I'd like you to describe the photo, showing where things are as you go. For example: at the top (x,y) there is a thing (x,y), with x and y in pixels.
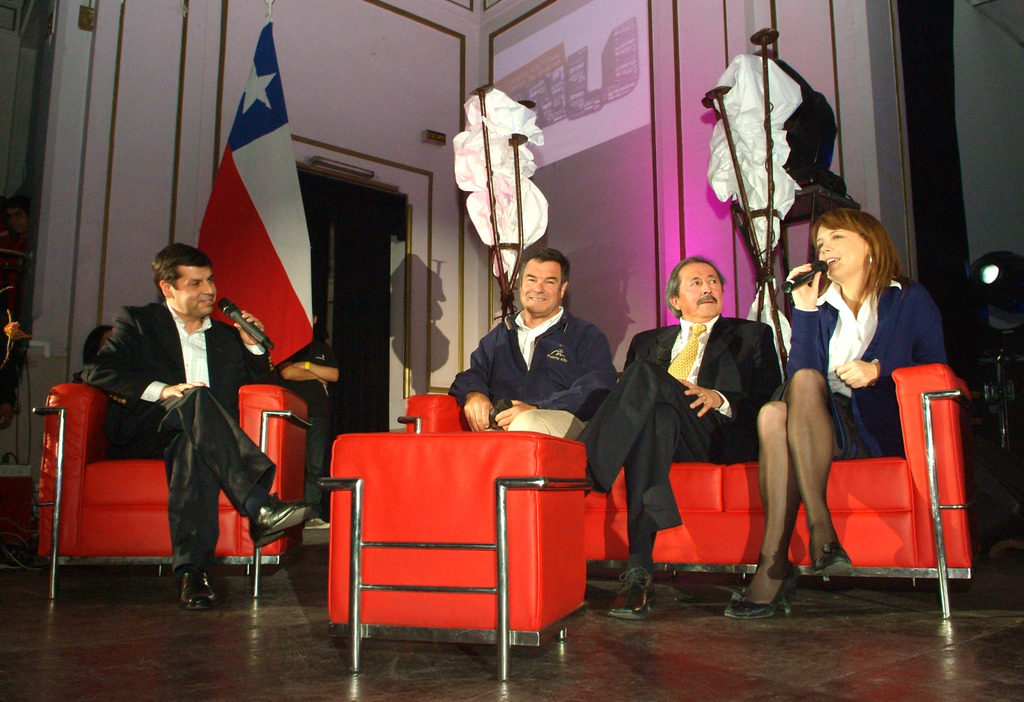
In this image there is a group of four person (705,406). Three of them are sitting on a couch (897,467). On the left (210,380) there is a man (187,386) who is sitting on a sofa (92,500) and he is holding a mic (254,326). On the right (891,302) there is a women (823,351) who is wearing a blazer (892,330) is also holding a mic (802,278). On the top (232,212) we can see a flag (292,220), beside it there is a exit door (381,291). This person (728,361) is looking at her.
